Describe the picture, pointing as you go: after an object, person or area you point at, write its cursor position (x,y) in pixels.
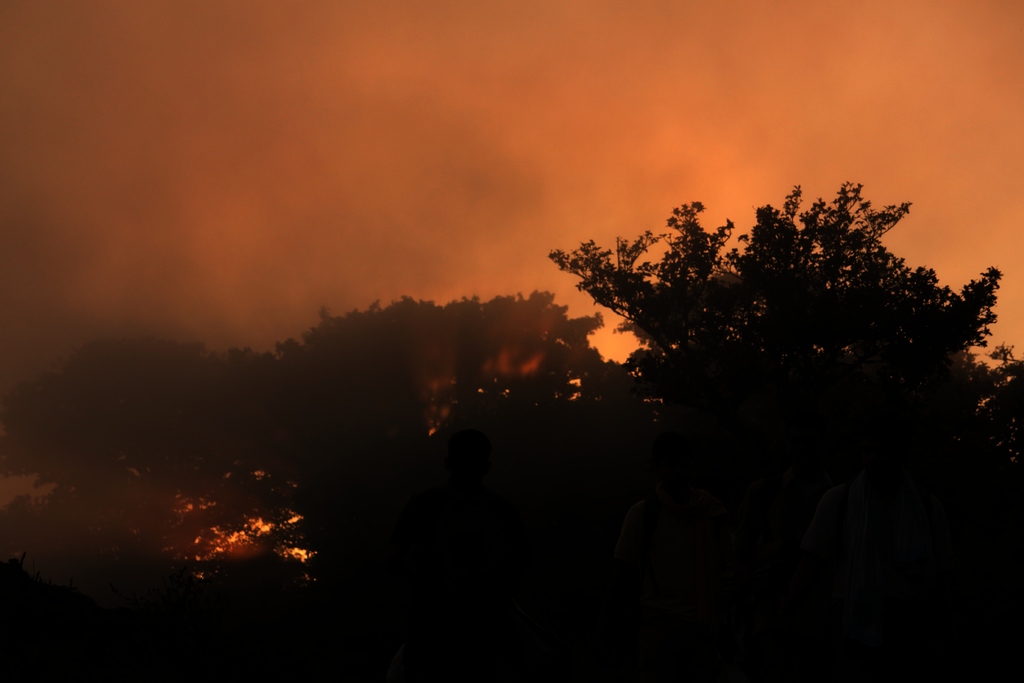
This picture is dark, in this picture we can see trees (585,465). In the background of the image (971,261) we can see sky (218,291).
